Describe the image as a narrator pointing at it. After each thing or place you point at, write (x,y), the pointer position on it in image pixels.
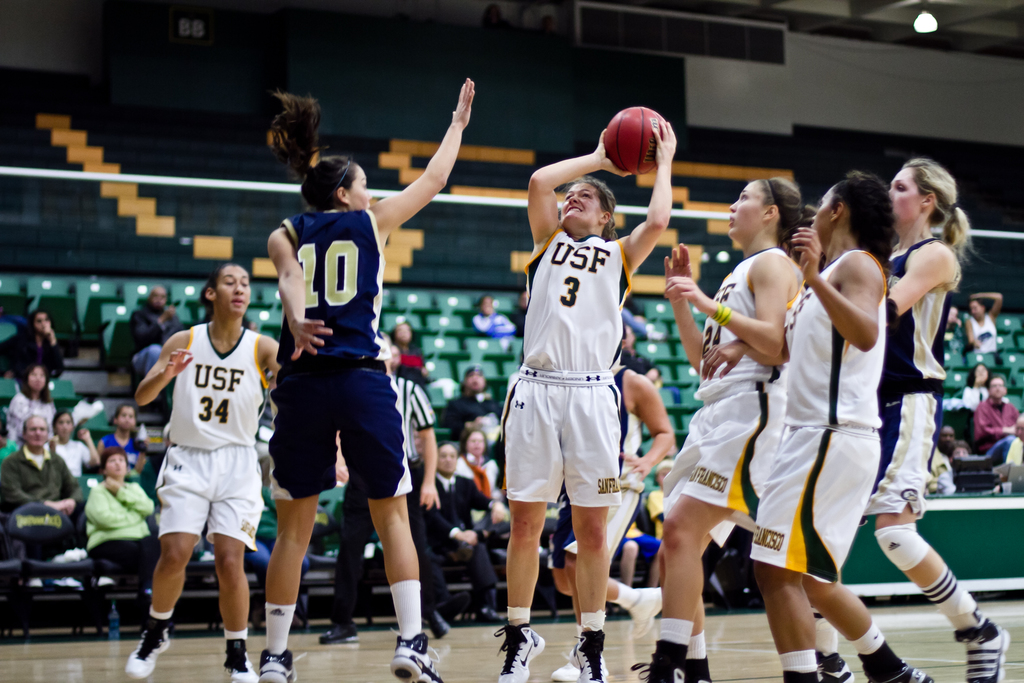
In the image there are a group of women (537,347) playing basketball in a stadium (45,520) and behind them the spectators (46,371) are watching the game.
